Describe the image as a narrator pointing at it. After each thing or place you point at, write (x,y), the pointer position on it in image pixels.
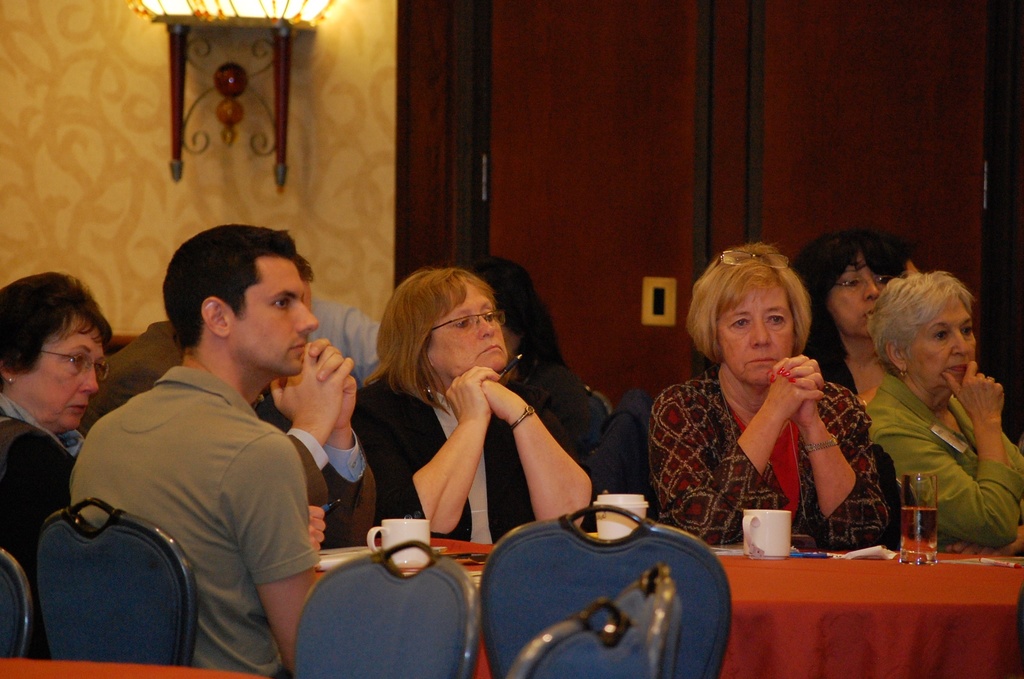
In this picture we can see some people (422,418) are sitting on chairs (611,617) in front of a table (754,576), there are cups (759,531), a glass of drink (928,529) and a paper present on the table (914,573), in the background (326,257) we can see a door (521,180), a wall (232,162) and a lamp (278,15).
